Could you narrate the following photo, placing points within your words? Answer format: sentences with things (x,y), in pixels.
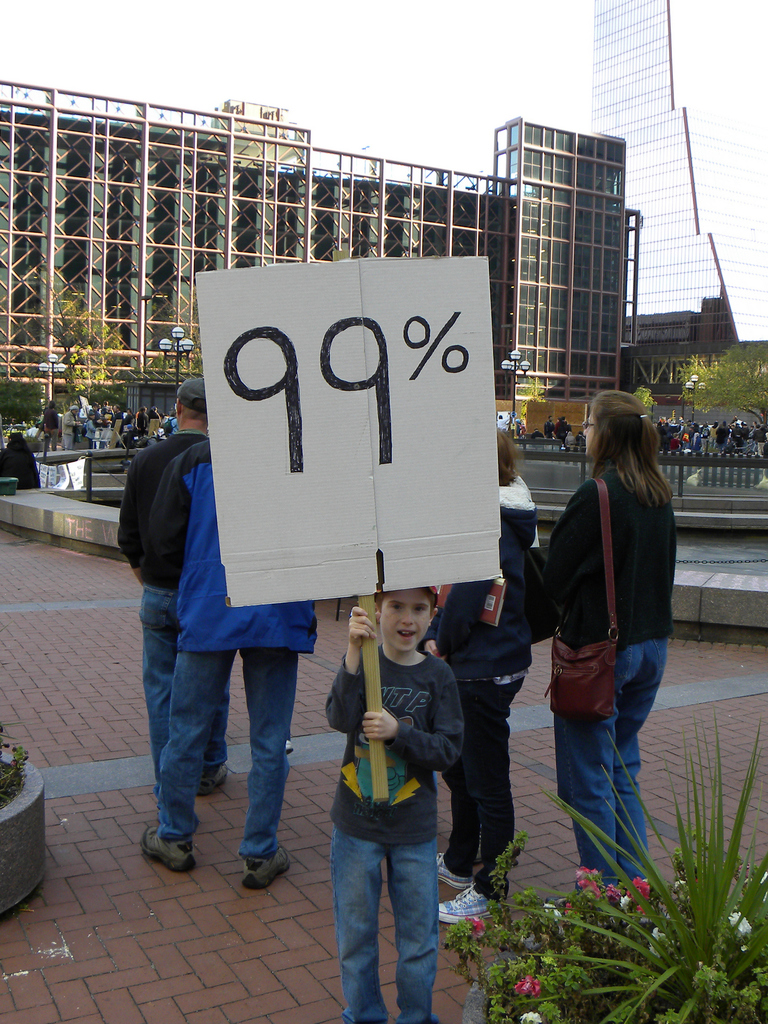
This is an outside view. At the bottom (381,720) there is a boy (408,798) holding a board (353,538) in the hands (366,721), standing and looking at the picture. At the back of him few people (156,577) are standing facing towards the back side (222,626). At the bottom (33,842) there are two plant pots (31,780) on the ground (130,990). In the background (77,439) I can see a crowd of people (93,441), few poles (59,360) and buildings (538,279). At the top of the image (399,49) I can see the sky (156,44).
